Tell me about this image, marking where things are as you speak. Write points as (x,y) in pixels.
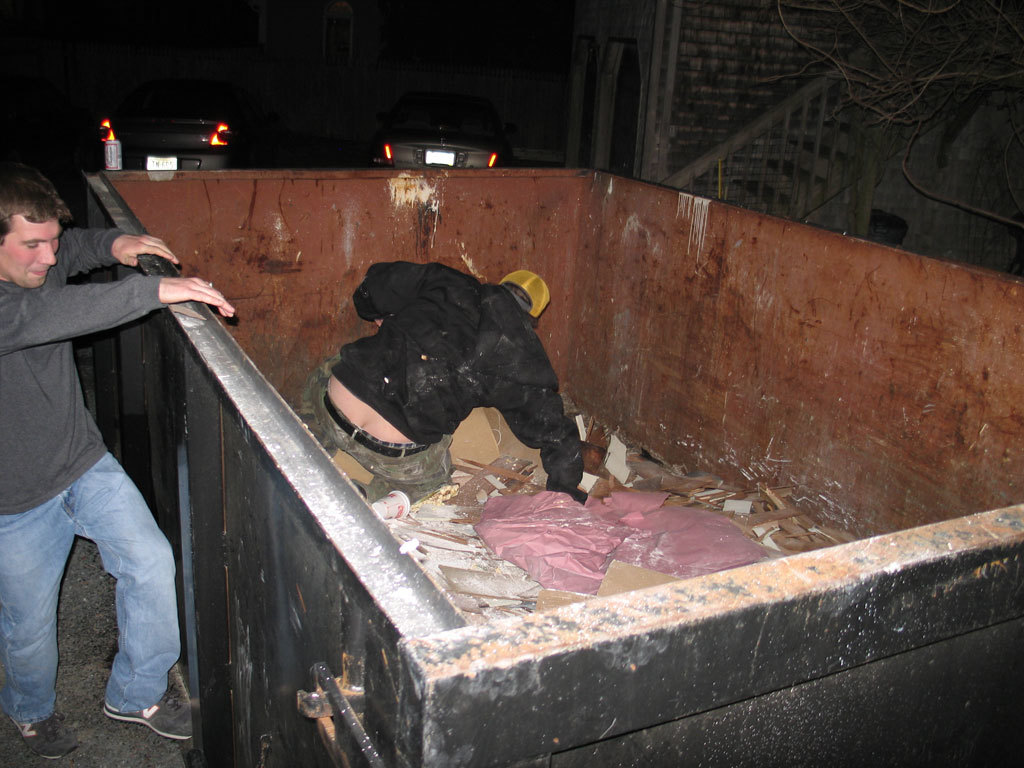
In this image there is one person (96,483) standing at left side of this image (62,444) and one more person (432,435) is at middle of this image (446,398) is wearing black color shirt (454,386) and there is a dustbin (800,314) as we can see in middle of this image (568,362). There are two cars (397,116) at top of this image (389,144). There is one house (587,87) at top right corner of this image (816,94).
